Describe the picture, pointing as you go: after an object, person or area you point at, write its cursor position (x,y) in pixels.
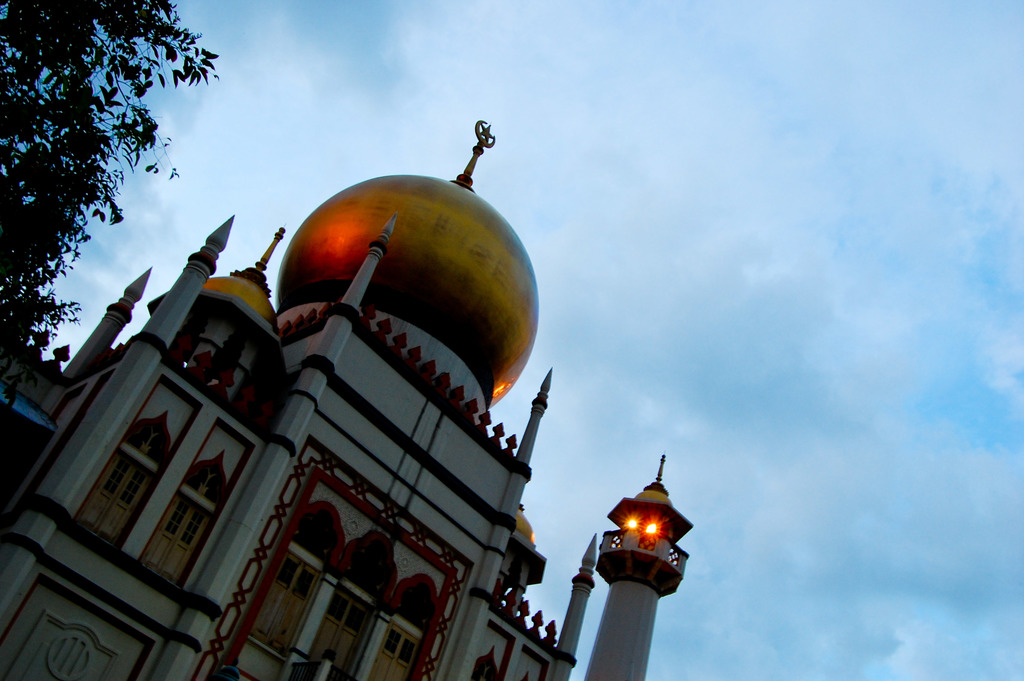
At the bottom of the picture (338,500), we see a mosque (363,451) which is in white and gold color. In the left top of the picture (80,151), we see a tree (40,186). In the background (596,204), we see the sky (763,365).
